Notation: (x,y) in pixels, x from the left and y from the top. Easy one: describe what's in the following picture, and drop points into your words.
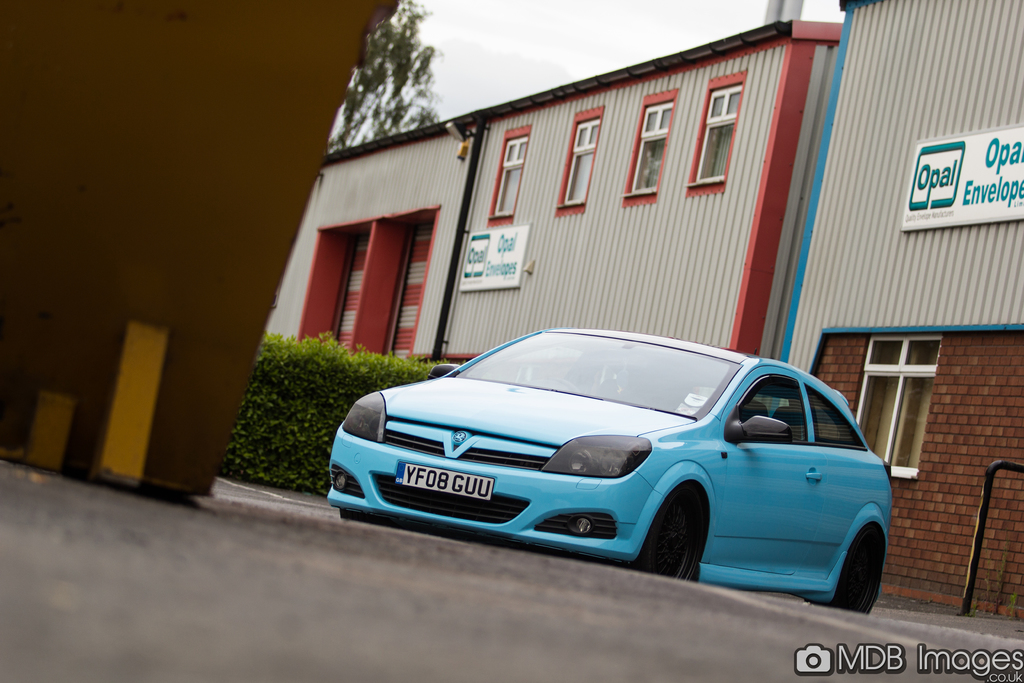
In this image I can see a car (632,433) which is blue in color on the road (542,574). I can see a yellow colored object (209,181) and in the background (392,232) I can see few trees (315,459), a shed (449,209) which is red and white in color, two boards (962,220) which are white and green in color and the sky (536,38).
